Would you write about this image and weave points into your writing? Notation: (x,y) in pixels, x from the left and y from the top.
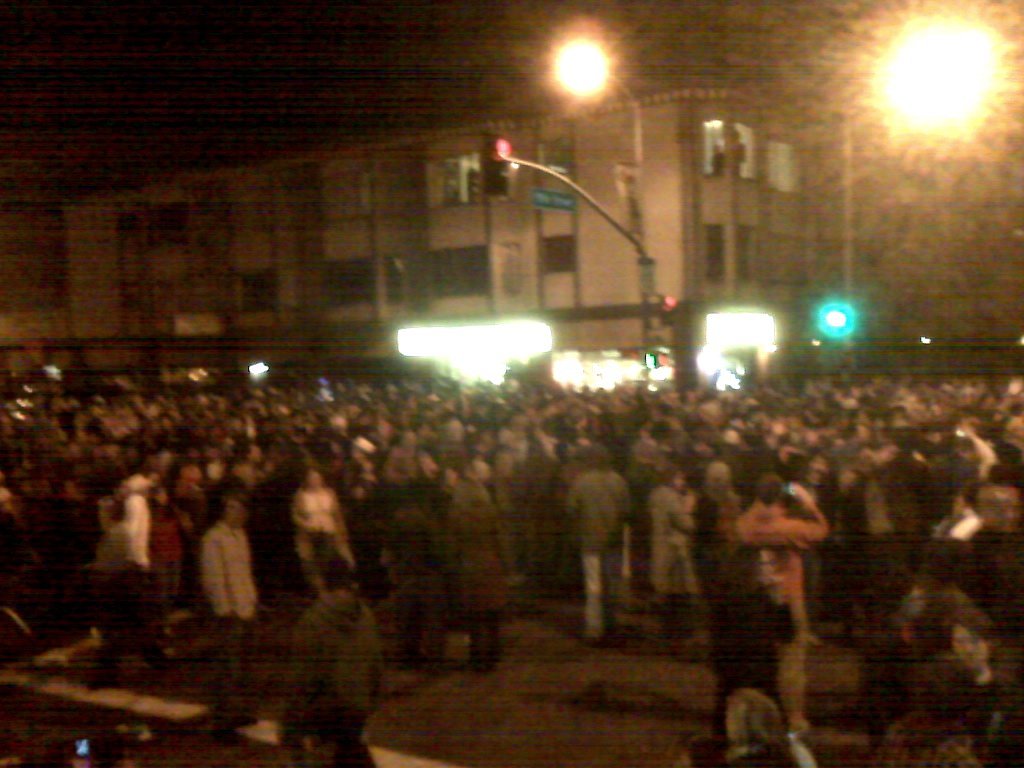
In this image I can see the group of people (532,531) with different color dresses (783,643). In the background (586,337) I can see the boards (546,341), poles (641,126), building (517,258) and the lights (714,345). And there is a black background (198,24).
